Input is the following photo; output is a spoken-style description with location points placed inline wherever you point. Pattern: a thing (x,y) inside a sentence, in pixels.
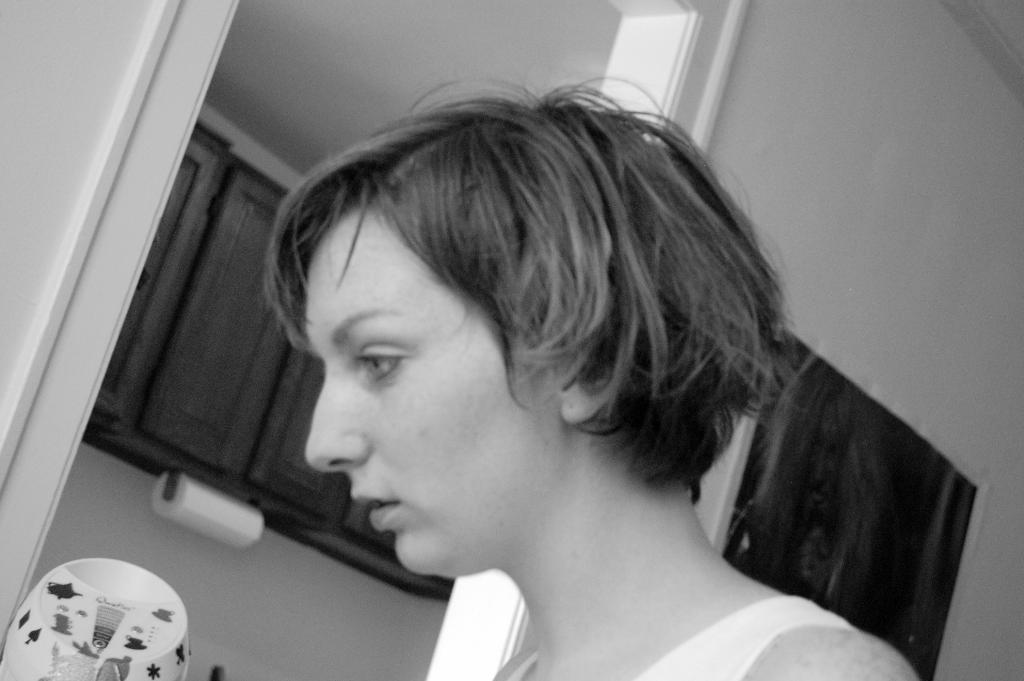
This is a black and white picture, in this image we can see a person (459,379), cupboards (271,379), tissue roll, wall (165,531) and an object (164,608).
